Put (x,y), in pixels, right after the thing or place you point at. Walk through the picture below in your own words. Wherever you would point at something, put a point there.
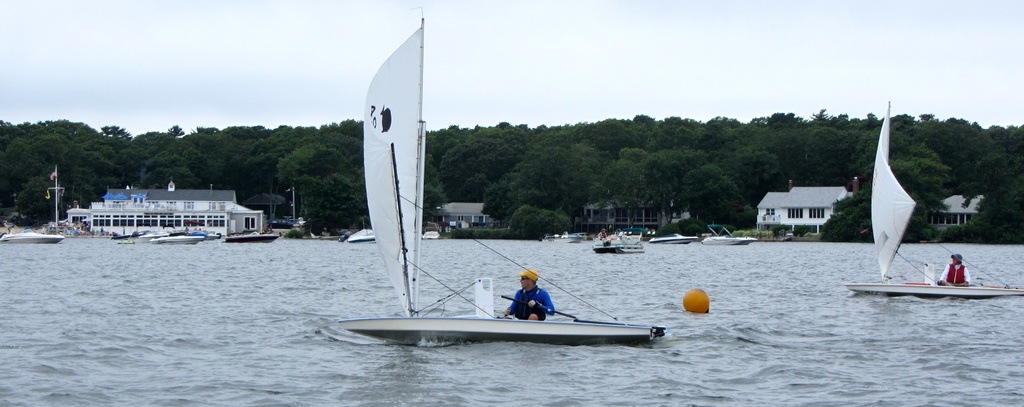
This picture is clicked outside the city. In the foreground (896,292) we can see the boats (707,244) and some other objects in the water body (386,314) and we can see a person (525,305), houses (160,216), trees (522,212) and plants (557,132) and we can see the sky (538,71), poles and some other objects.
